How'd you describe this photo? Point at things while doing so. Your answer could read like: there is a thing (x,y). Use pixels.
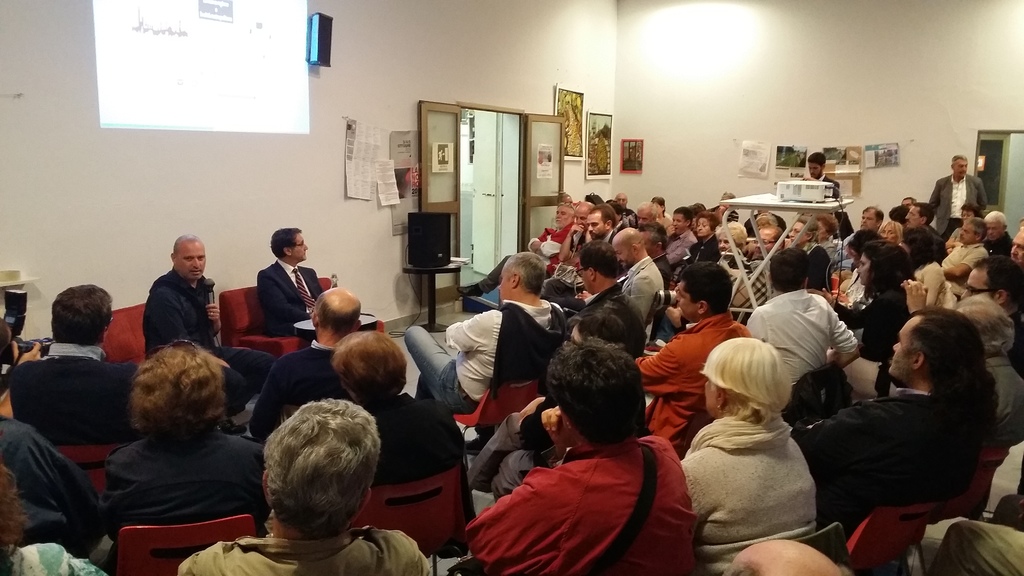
In this image I can see group of people (528,325) sitting. In front I can see the person (185,312) and the person (202,319) is wearing black color dress (187,315) and holding a microphone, background (754,141) I can see few frames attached to the wall (611,53) and the wall (448,48) is in white color and I can also see the projection screen (285,94).
